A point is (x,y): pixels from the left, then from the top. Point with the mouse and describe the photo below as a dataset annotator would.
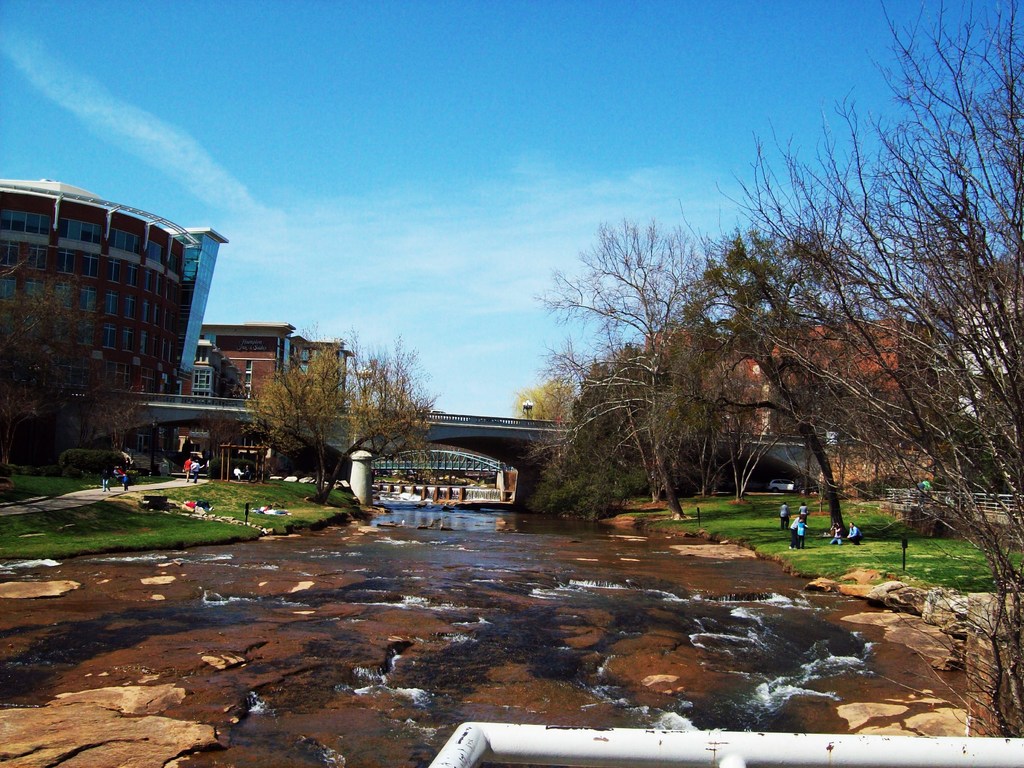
In the image there is river (290,664) flowing in the middle (471,489) with grassland (99,546) on either side of it with trees (891,483) on it, in the back (561,427) there is a bridge (429,432) with buildings (185,343) on left side of it and above its sky (478,182) with clouds (359,274).
